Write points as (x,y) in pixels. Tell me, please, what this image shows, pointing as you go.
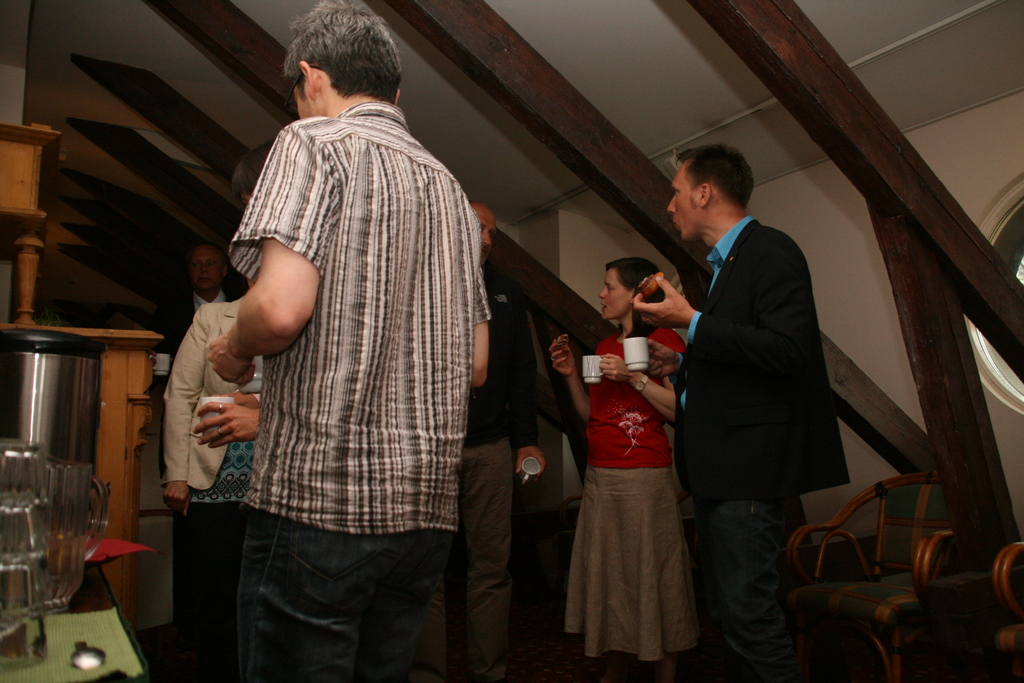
This image consists of few persons (328,396). They are holding cups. On the left (85,526), we can see a mug (86,511) and a table (128,635). At the top (617,104), there is a roof (687,139). On the right (835,531), we can see the chairs (1008,571).
